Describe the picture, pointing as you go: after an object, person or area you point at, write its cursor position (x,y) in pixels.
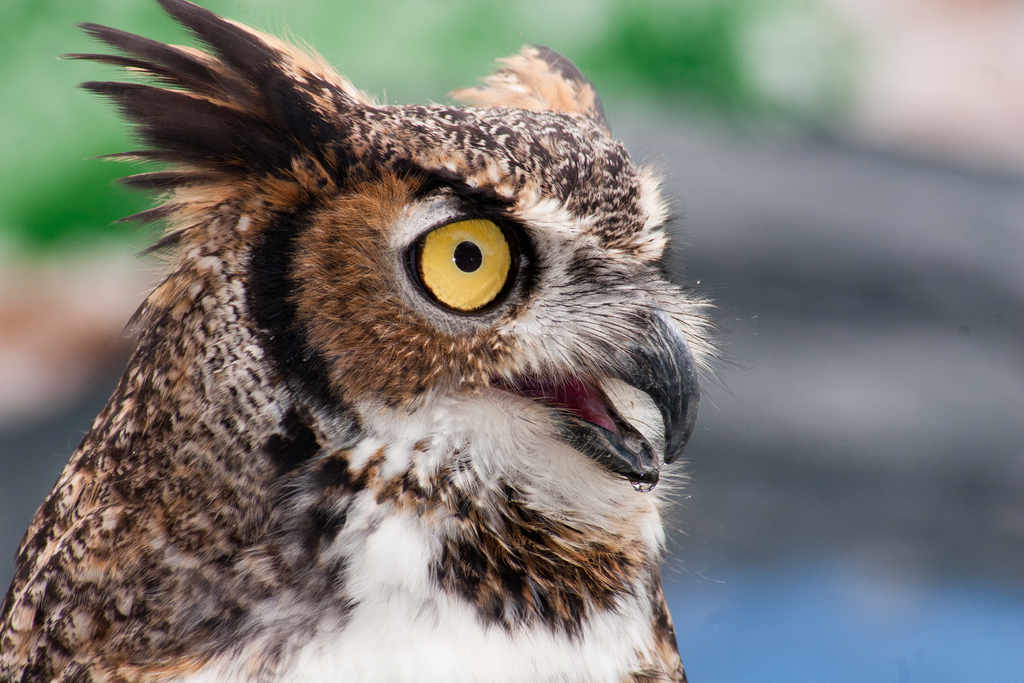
In this image we can see an owl (652,335).
